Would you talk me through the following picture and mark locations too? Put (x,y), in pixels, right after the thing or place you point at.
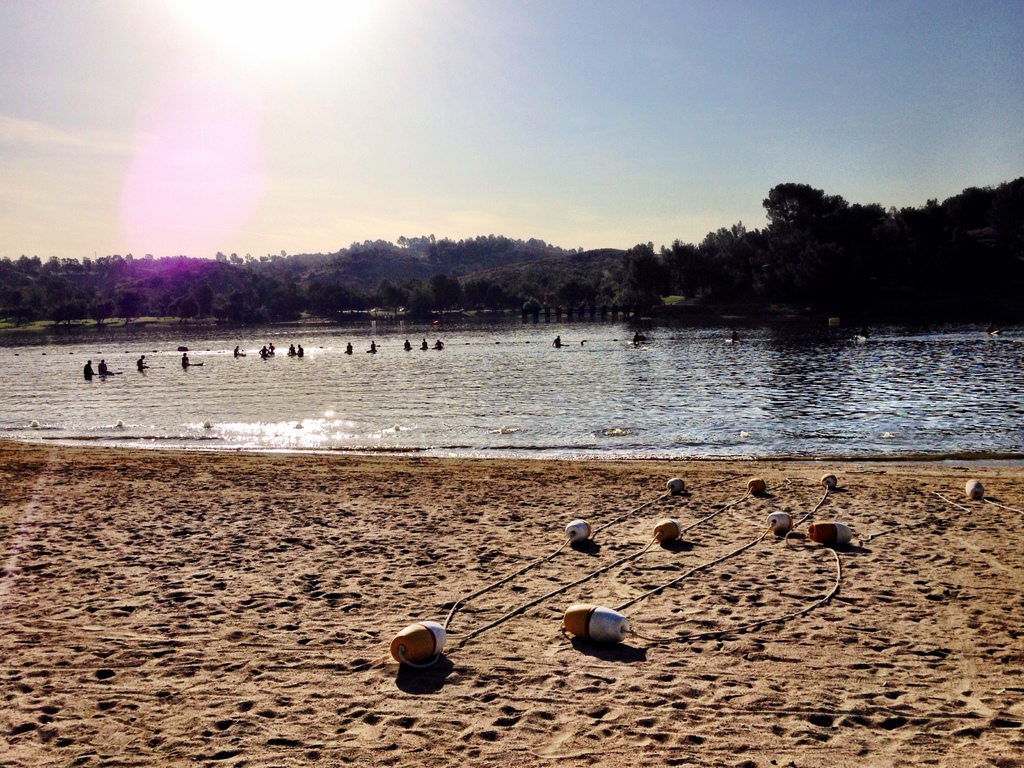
In this image there are some objects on the sand (500,506), group of people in the water (242,361), trees (452,279), and in the background (237,196) there is sky (500,118).
